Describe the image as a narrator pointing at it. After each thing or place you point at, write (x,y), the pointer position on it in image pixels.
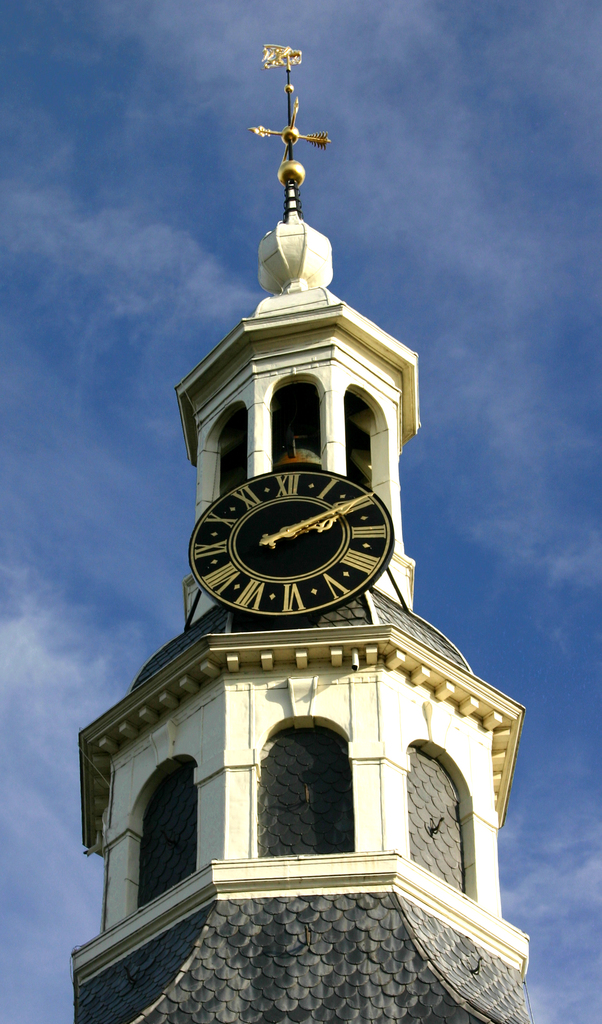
In this image I can see the clock tower (247,724). In the background (254,260) the sky (223,186) is in blue and white color.
